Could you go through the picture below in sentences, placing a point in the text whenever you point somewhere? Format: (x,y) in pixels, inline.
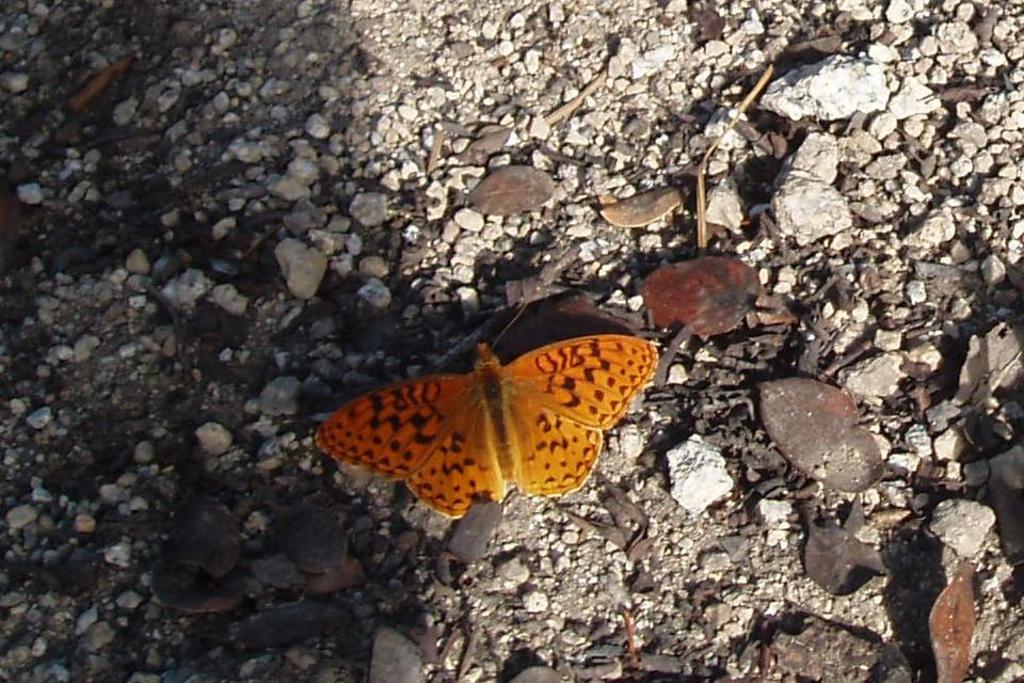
In this image we can see the stones (454,175), dried leaves (686,287) and also a butterfly (515,407).
